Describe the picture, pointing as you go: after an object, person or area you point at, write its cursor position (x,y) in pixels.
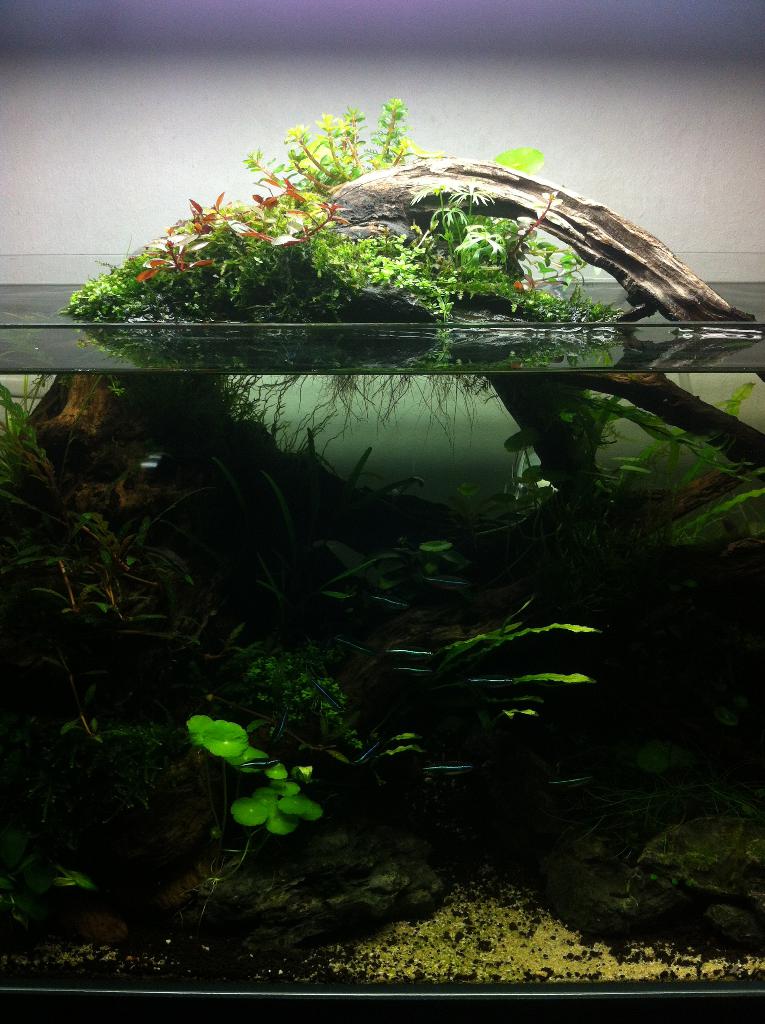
In the center of the image (388,504) we can see one aquarium (388,504). In the aquarium (558,560), we can see plants (227,757), water (371,633) and a few other objects (641,300). In the background (565,103) there is a wall (463,133).
